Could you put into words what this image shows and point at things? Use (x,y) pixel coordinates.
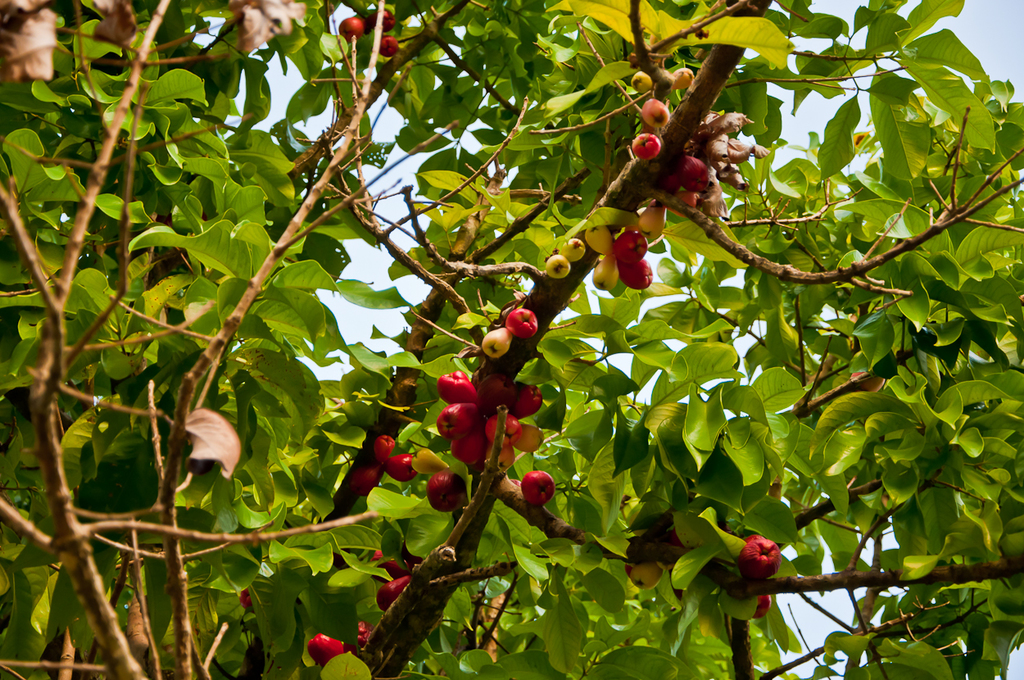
In this image we can see a tree (510,308) with fruits (603,281) and sky (994,23) in the background (995,34).
